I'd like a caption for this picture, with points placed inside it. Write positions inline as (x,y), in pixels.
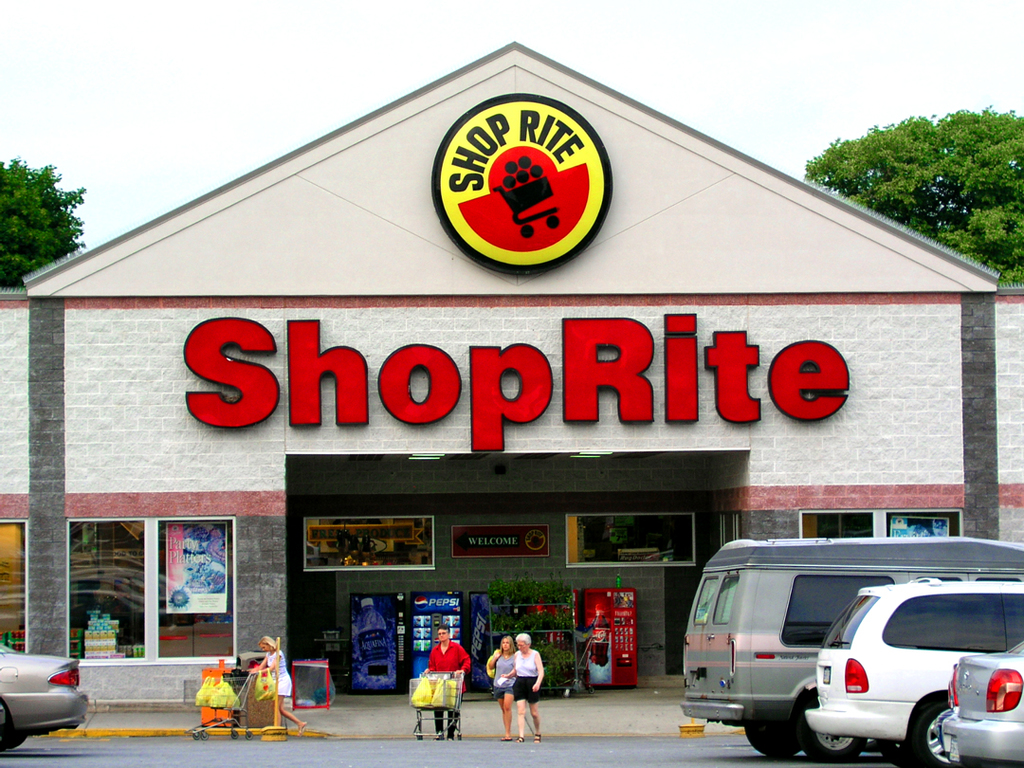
In this image I can see a building (499,493), vehicles (917,676) on the road (719,739) and people (284,696). I can also see trolleys (232,709) and some other machines (401,643). In the background (973,203) I can see trees (969,185) and the sky (196,68). On the building (496,301) I can see a logo (480,247) and a name (392,401) which is red in color.
